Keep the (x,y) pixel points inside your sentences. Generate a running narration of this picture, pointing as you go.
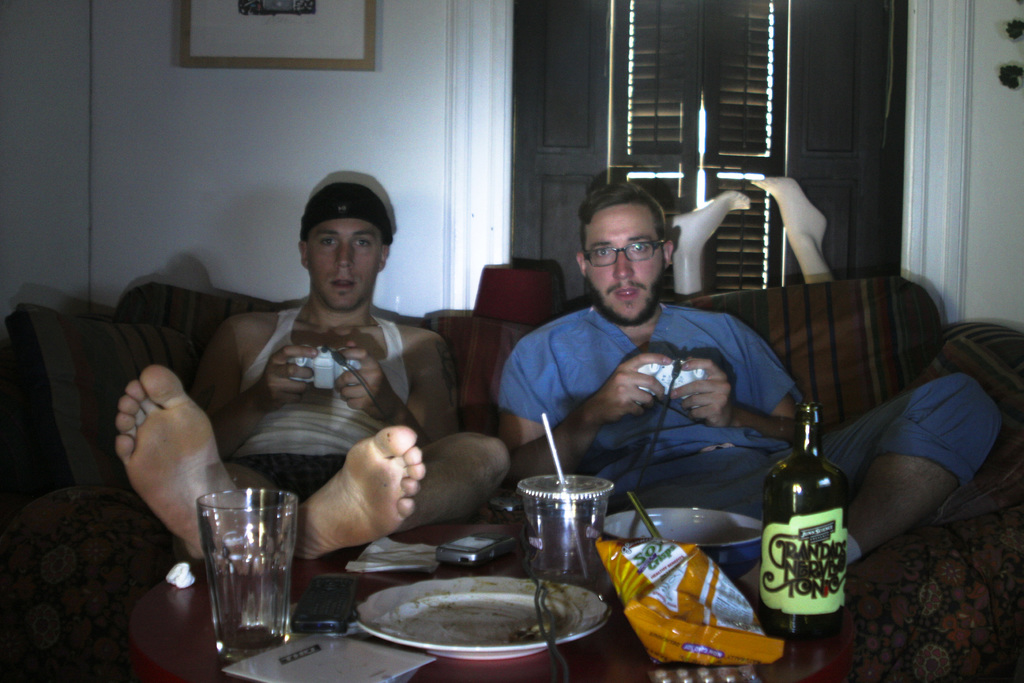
There are a two people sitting on a sofa (948,617). They are playing a game in a play station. This is a wooden table (180,645) where a glass (229,645), a plate (452,629), a bowl (715,544), a wine bottle (835,550) and a mobile phone (512,538) are kept on it. In the background (635,63) we can see a window (674,53) and a photo frame (303,26) which is fixed to a wall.
